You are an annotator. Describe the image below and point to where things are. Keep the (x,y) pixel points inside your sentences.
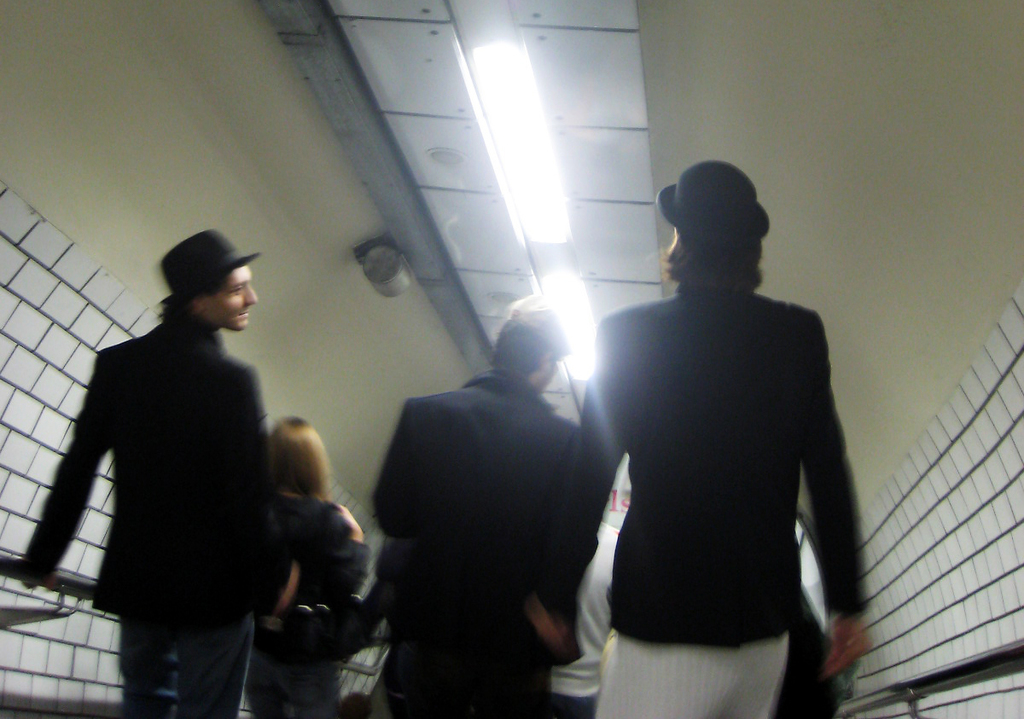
In the center of the image (443,397) there are people (396,460). At the top of the image (783,64) there is a ceiling (577,112) with lights (503,48). To the right side of the image (918,438) there is a wall (1003,516). There is a railing (1002,657).
